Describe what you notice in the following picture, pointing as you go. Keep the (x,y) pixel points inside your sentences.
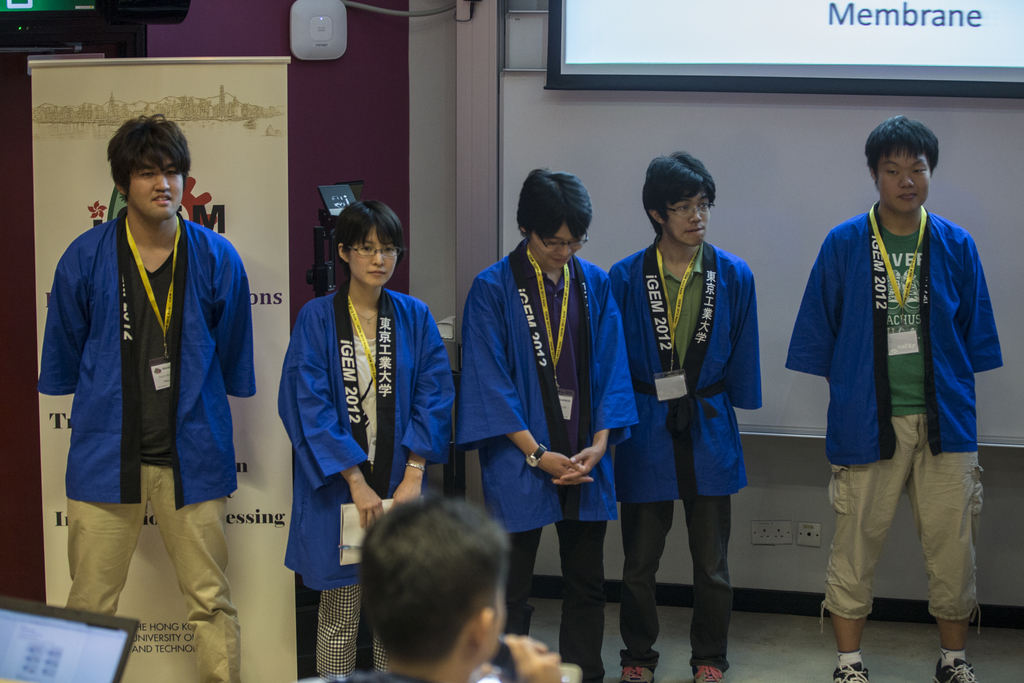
In this image I can see few people (682,199) are standing. I can see all of them are wearing blue dress (406,382) and ID cards (367,354). I can also see few of them are wearing specs (394,250). Here I can see a laptop (19,621), a white colour board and in background (708,75) screen (782,38). I can also see something is written at few places.
